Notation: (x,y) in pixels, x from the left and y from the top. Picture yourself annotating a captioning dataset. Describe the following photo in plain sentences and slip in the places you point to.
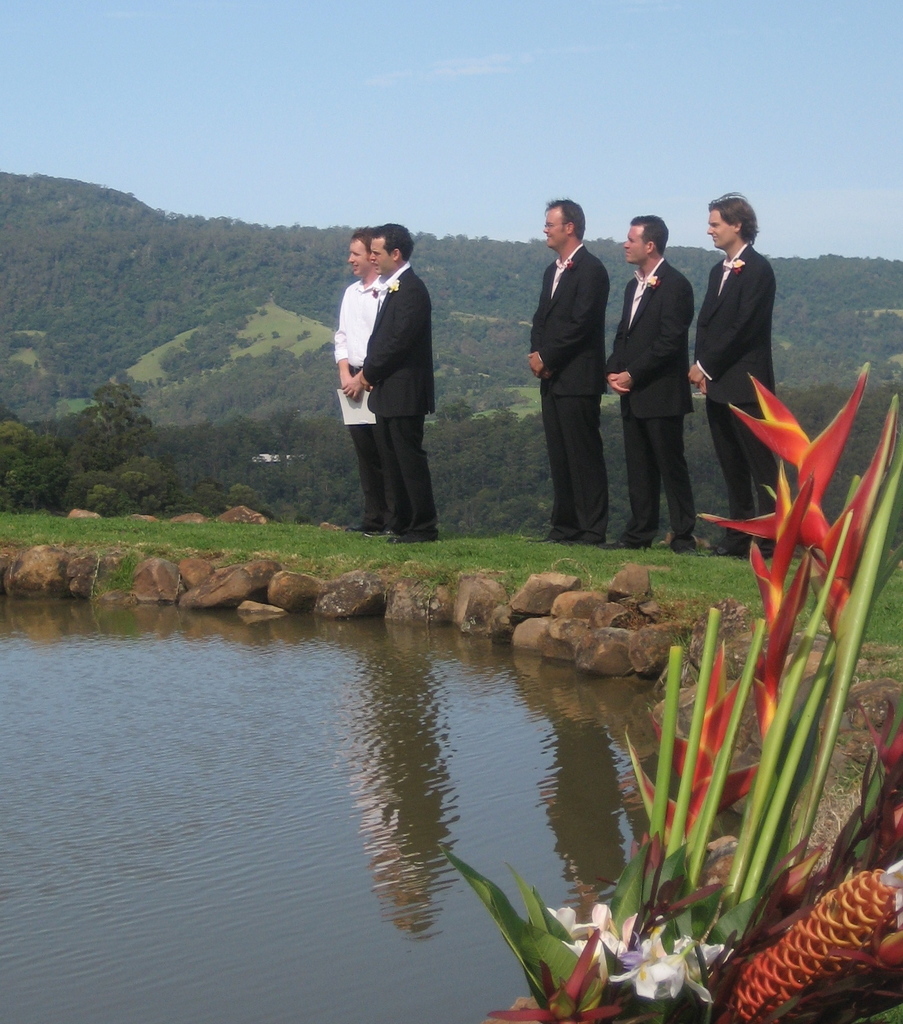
In this image we can see a few people (579,489) standing on the grass (586,568), in front of them, we can see water (412,736), some flowers (700,881), small stones (734,615), there in the background (125,331) we can see few mountains (262,235), few trees (234,242).
